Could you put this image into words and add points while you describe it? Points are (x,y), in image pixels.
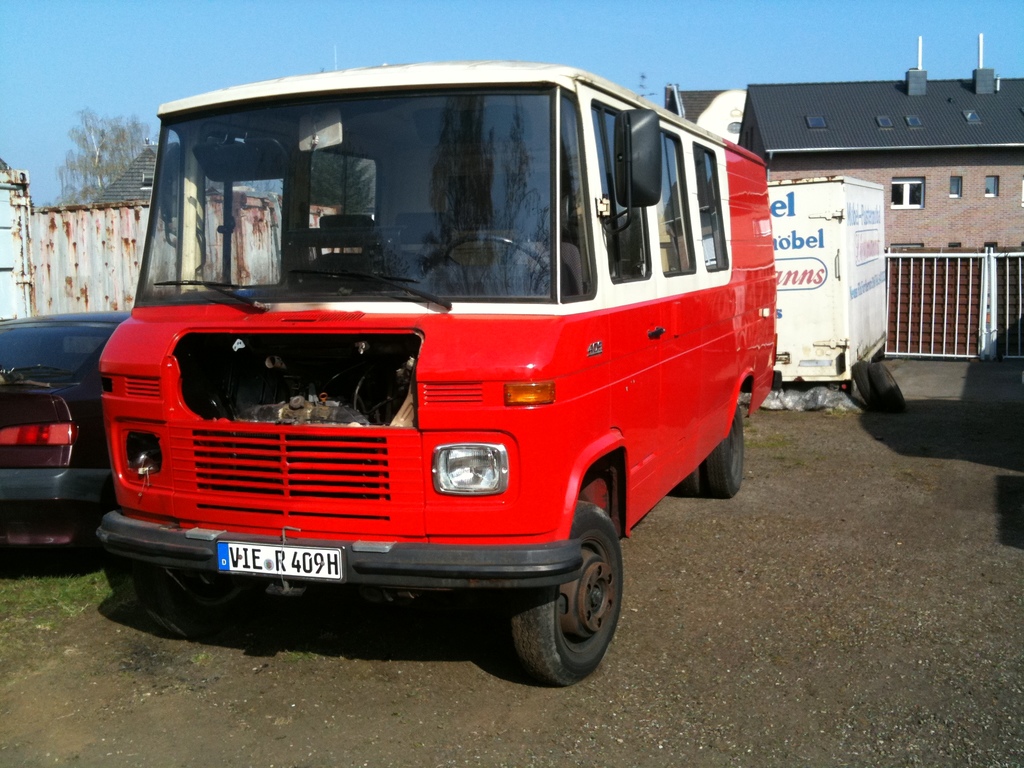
There is a bus (461,383) and a car (38,356). This is grass (51,600). Here we can see a wall (862,170), houses (808,150), gate (965,336), windows (953,185), and trees (59,176). In the background (52,140) there is sky (710,59).
